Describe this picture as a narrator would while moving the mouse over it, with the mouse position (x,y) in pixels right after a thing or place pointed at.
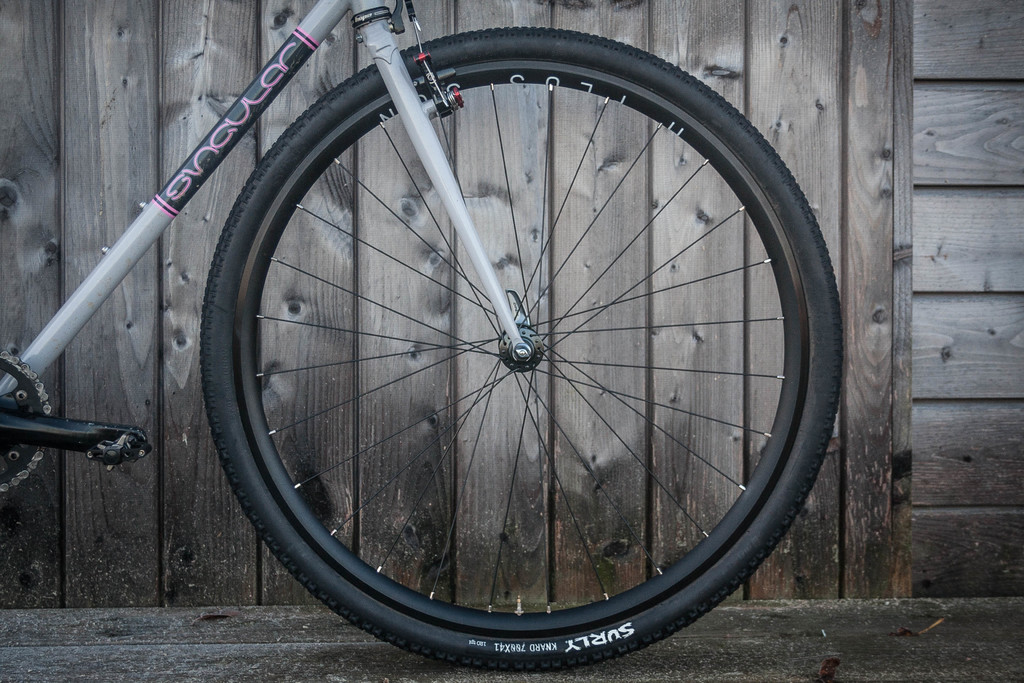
In this image I can see a bicycle (114,278) which is white and black in color is on the ground (365,682). In the background (944,304) I can see the wooden wall (855,146).
